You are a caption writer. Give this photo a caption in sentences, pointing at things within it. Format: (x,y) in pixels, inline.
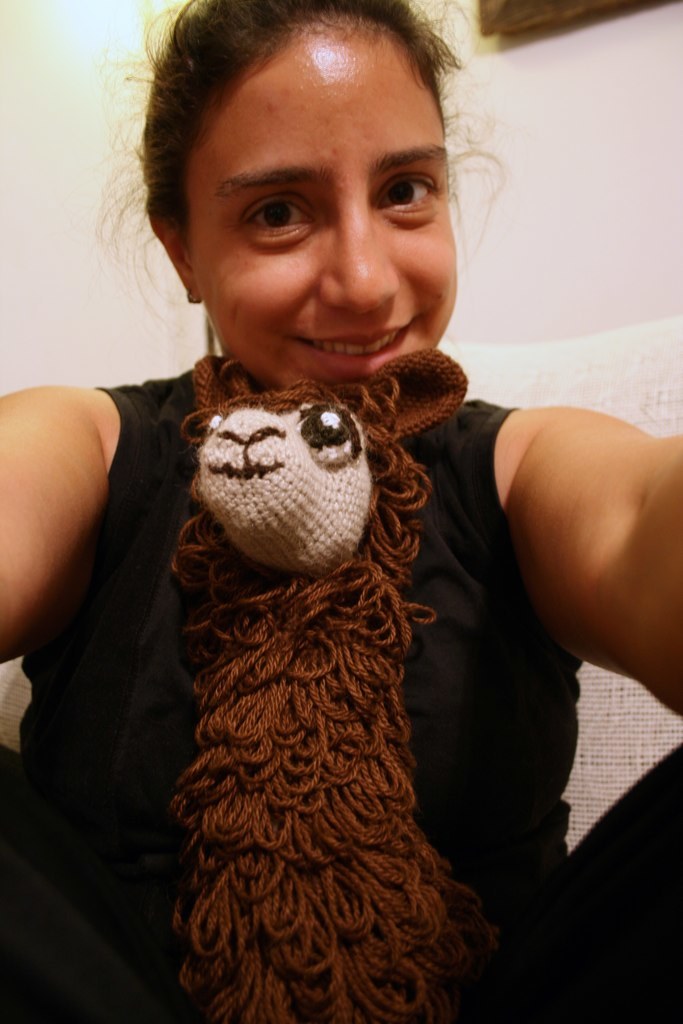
In this image we can see a woman (505,641) wearing a dress (444,444). In the foreground (363,576) we can see a doll (311,823). In the background (592,3), we can see the photo frame (524,14) on the wall (519,167).
